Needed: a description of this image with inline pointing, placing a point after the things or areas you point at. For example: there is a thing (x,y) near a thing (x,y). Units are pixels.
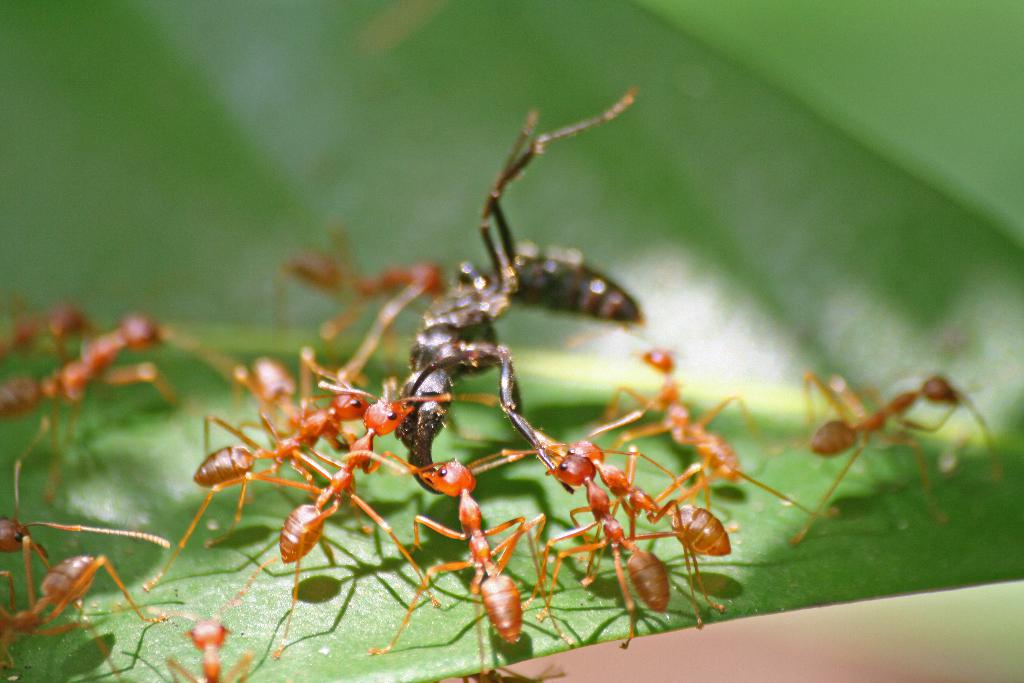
In this image, we can see ants (610,522) are on the green leaf (439,453). In the background (502,327), there is a blur view.
